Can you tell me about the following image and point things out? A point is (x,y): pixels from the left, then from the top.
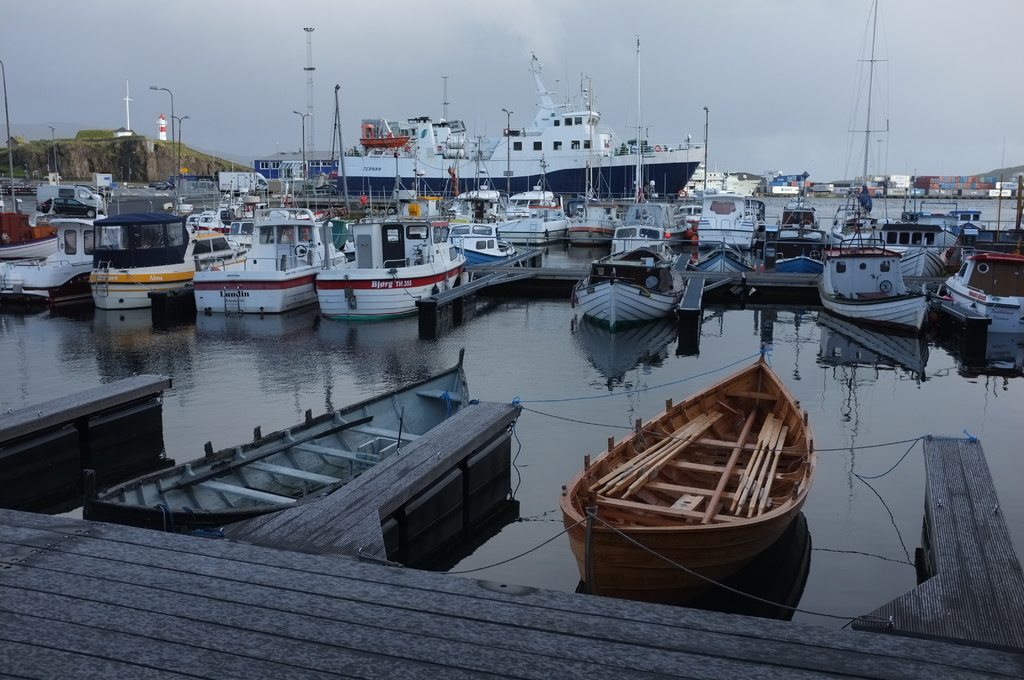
In this image we can see ships (631,180) and boats (867,232) are on the surface of water (403,349). The sky (607,22) is covered with clouds (860,88). Bottom of the image (371,636) wooden surface (315,609) is present.
